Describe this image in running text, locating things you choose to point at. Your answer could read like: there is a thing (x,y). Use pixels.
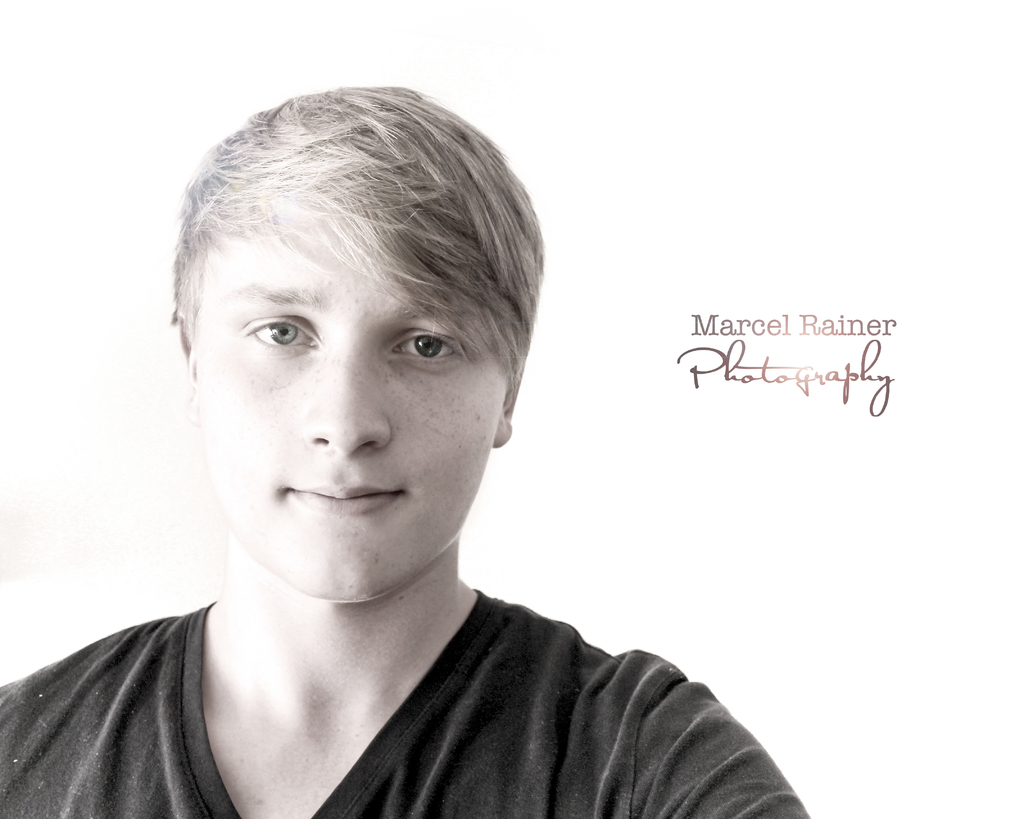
In this image there is a person (354,661) wearing a black T-shirt (611,710). Right side of image (780,361) there is some text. Background (942,486) is in white color.
